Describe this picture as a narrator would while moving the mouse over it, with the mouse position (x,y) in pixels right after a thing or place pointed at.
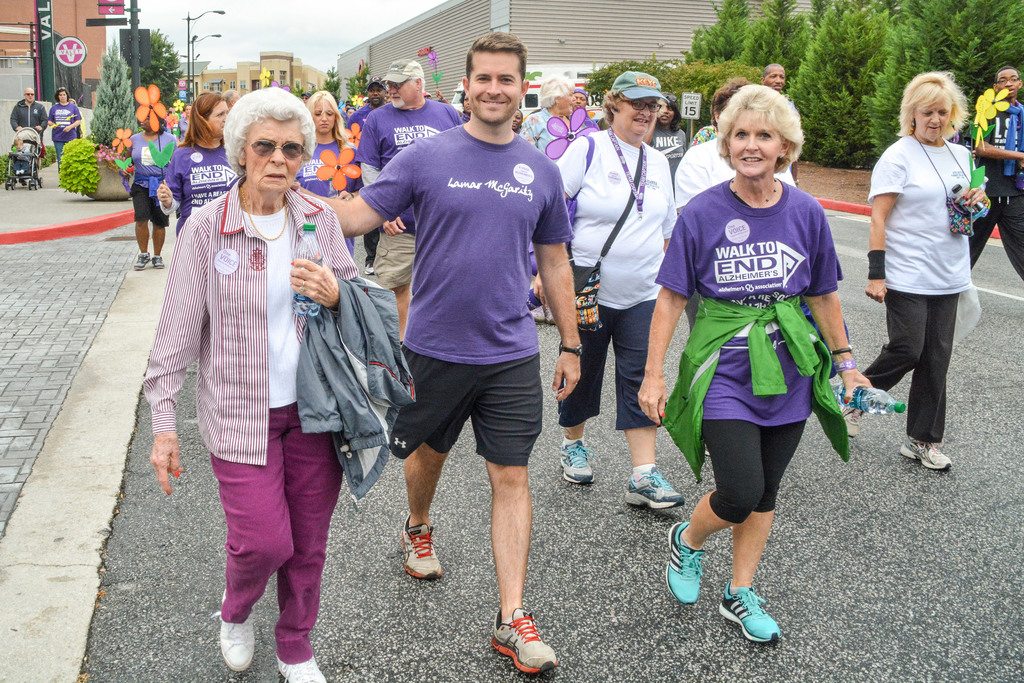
In this picture I can see a group of people (451,312) are walking in the middle (634,390), in the background (807,110) I can see trees (842,94), buildings (573,55) and street lamps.
